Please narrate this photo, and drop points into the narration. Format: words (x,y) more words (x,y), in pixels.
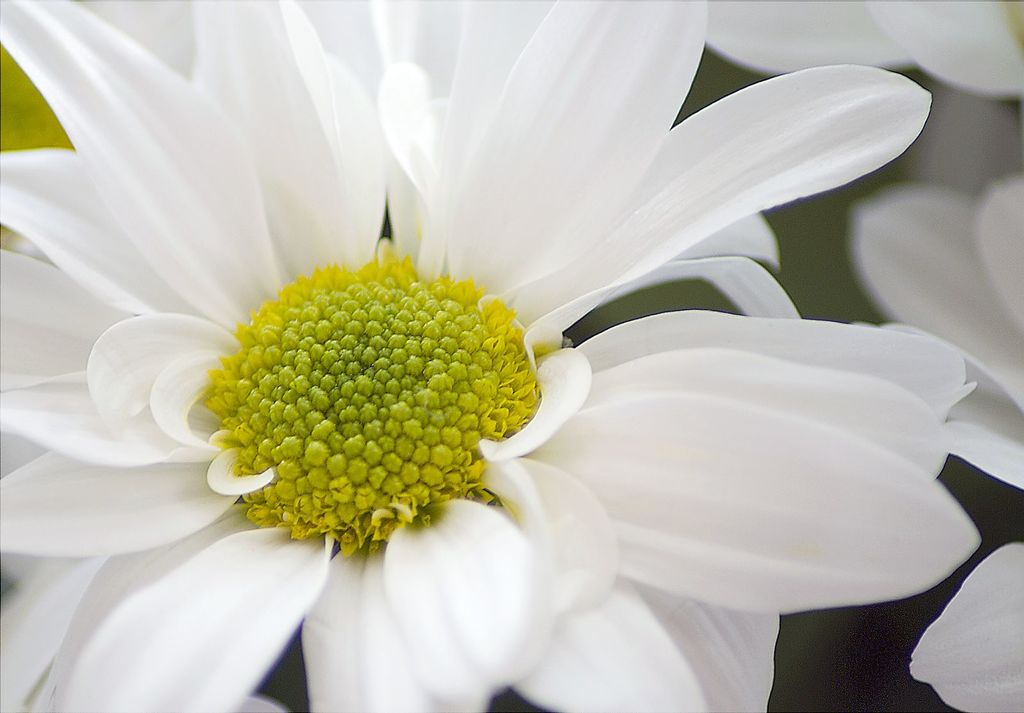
In this image I can see few flowers (817,410) which are white, yellow and green in color and I can see the blurry background (886,29).
